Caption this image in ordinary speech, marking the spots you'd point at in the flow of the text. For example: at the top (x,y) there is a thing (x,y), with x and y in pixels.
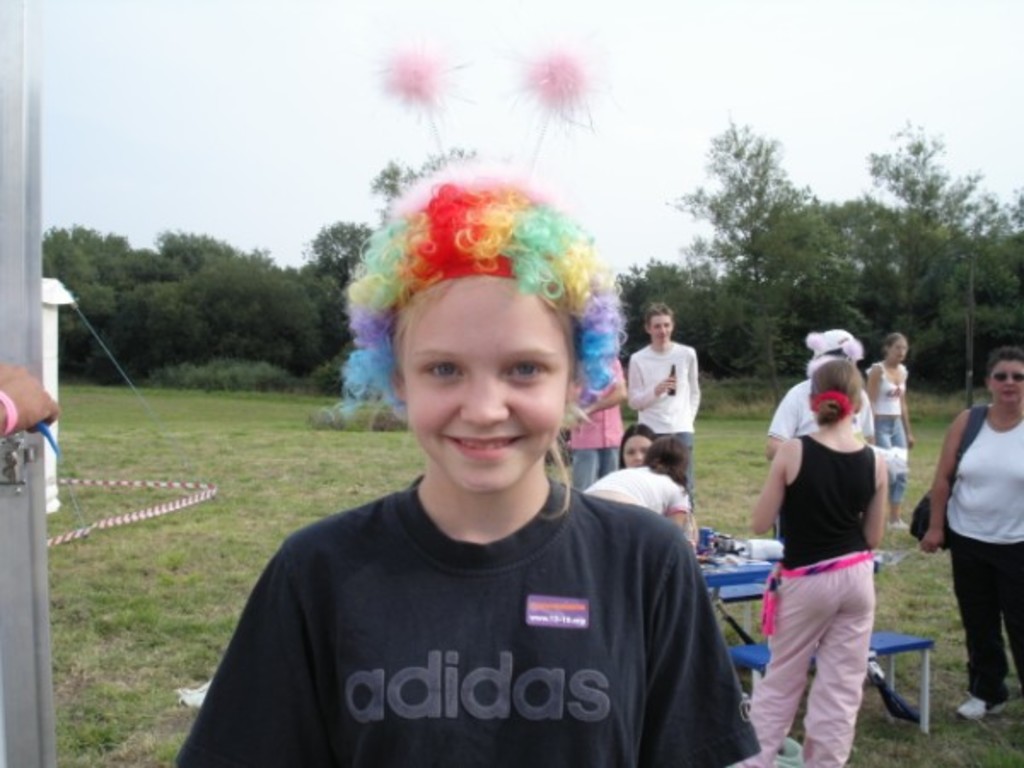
In this picture I can observe a girl (454,519) wearing black color T shirt (487,629). She is smiling. In the background (647,370) there are some people (680,392) standing on the ground (720,428). I can observe some trees (147,335) and sky (677,129) in the background (777,82).
